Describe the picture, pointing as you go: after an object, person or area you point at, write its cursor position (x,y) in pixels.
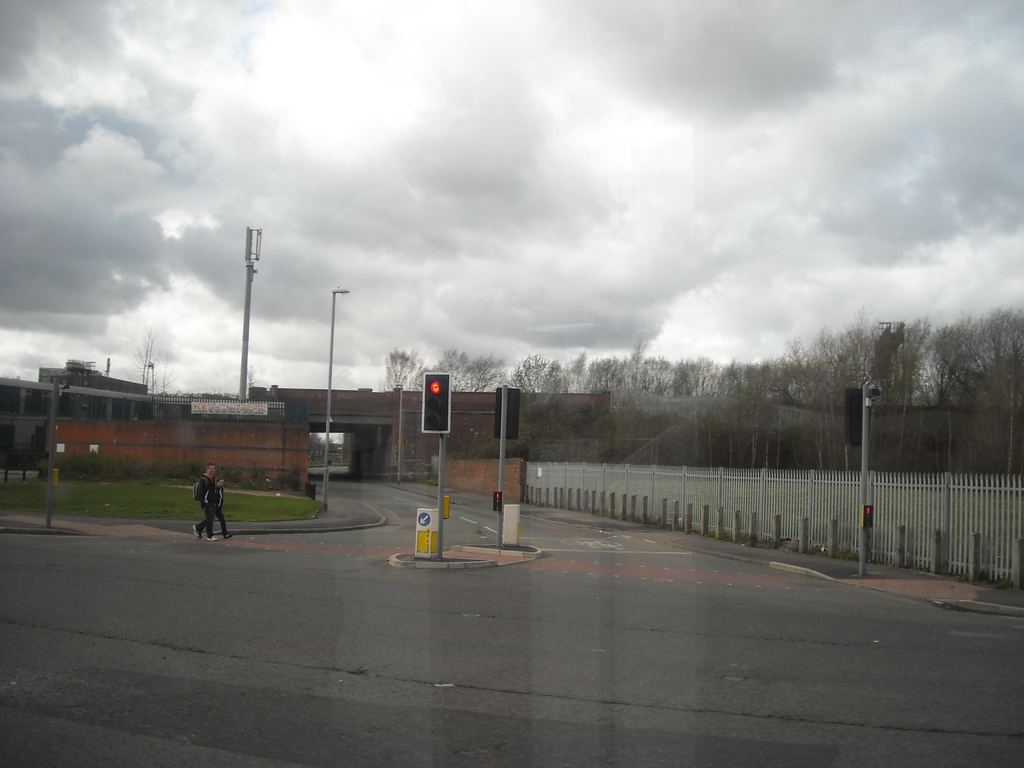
In this image there is a road (273,677), two persons (203,522) are crossing the road (577,543) on that road (564,541) there are signal poles (439,442), on the right side (936,520) there is fencing (549,470), in the background (313,450) there is a tunnel (354,464), trees (906,440) and a cloudy sky (531,205).
